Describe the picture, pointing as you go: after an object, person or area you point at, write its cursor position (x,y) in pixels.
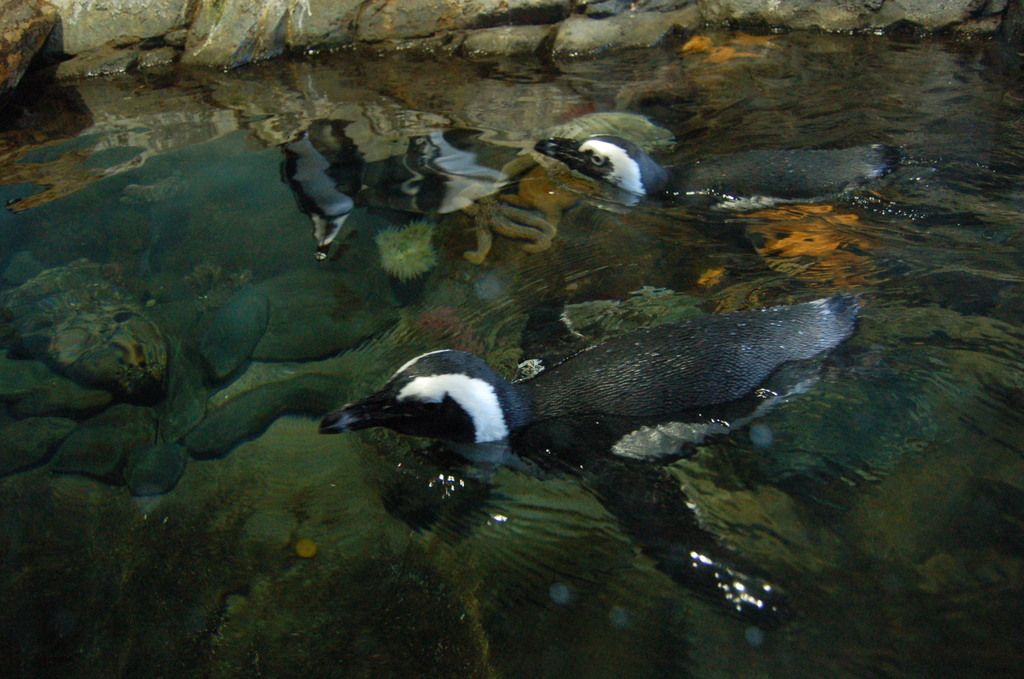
In this picture we can see birds (466,355) in the water (547,91) and we can see few rocks (344,31).
